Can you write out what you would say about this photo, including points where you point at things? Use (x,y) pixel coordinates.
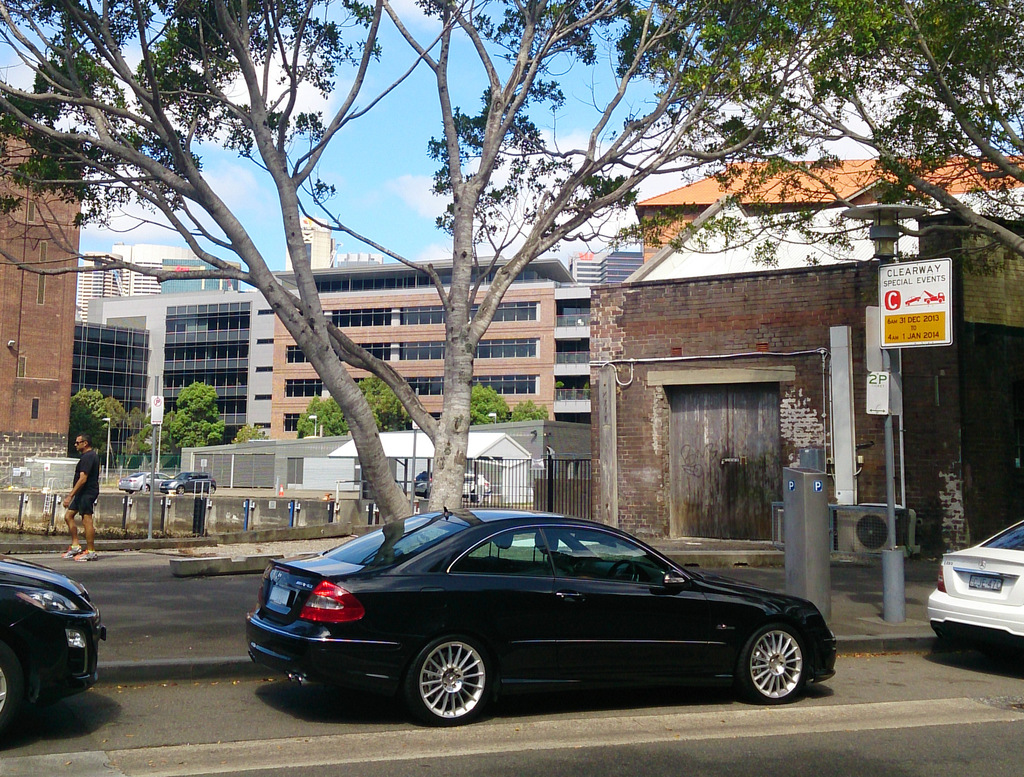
In this image we can see buildings (358,281), trees (4,93), fence (136,467), vehicles (408,611), board (883,337) and we can also see a man (84,493) walking.
